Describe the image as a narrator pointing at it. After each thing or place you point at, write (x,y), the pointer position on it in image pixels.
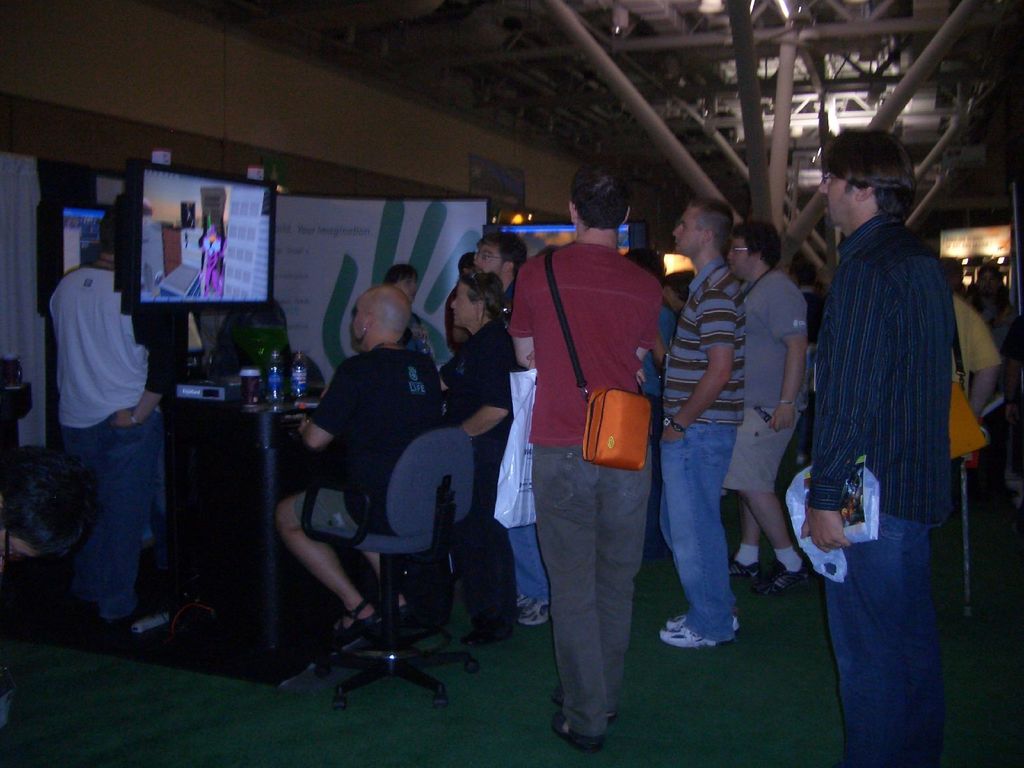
In the image there are a group of men (90,295) and there is a table (242,433) and there is a man (359,434) sitting on the chair (396,491), on the table (283,412) there are two bottles (272,385), a cup (243,386) and other objects (215,394), in front of the table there is a screen (189,308) and something is being displayed on the screen (196,263), in the background (406,242) there is a banner (393,248) and there are rods (616,42) attached to the roof (875,102).
